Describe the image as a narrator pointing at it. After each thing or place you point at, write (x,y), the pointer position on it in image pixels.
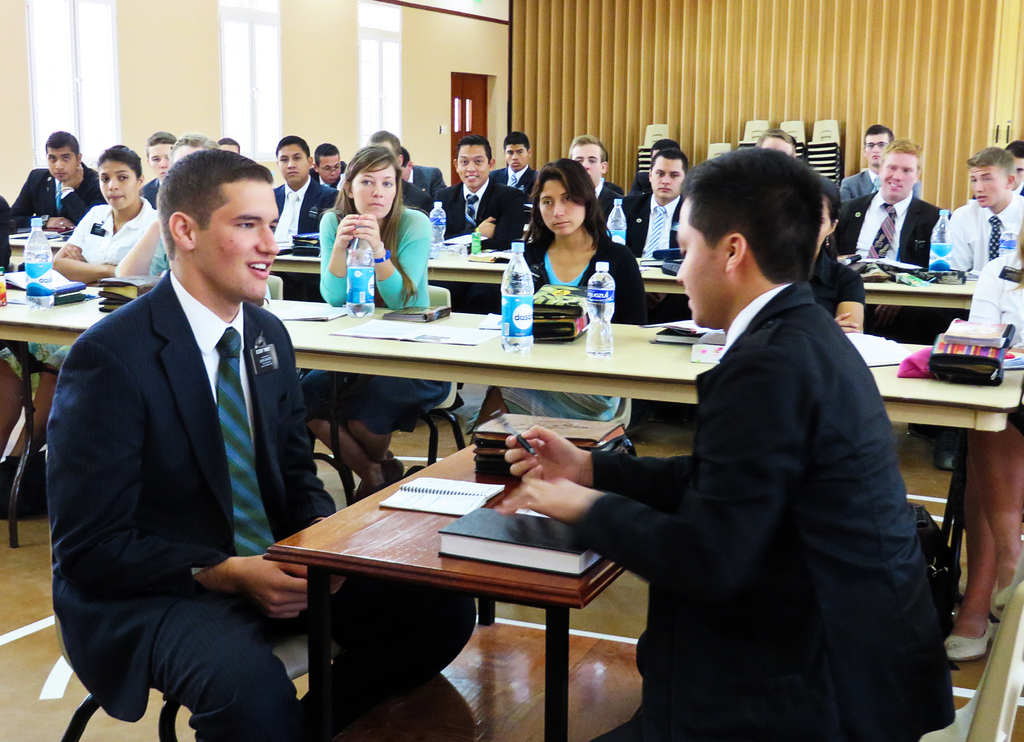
In this picture we can see a group of boys (584,162) and girls (573,254) are sitting in the hall (719,326) and watching the two boys (247,458) who is sitting in front (128,534) on the chair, Left one wearing black coat (168,503), white shirt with blue tie (231,424) sitting on the chair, just opposite to him another guy (728,329) is sitting. On the behind we can see a wooden wall (714,62) and on left (259,105) we can see three glass window (263,90) and brown door (470,110). On the table (381,343) we can see water bottles (522,330), Diary (562,326), newspaper (393,331), files (98,295) and books (103,290).
